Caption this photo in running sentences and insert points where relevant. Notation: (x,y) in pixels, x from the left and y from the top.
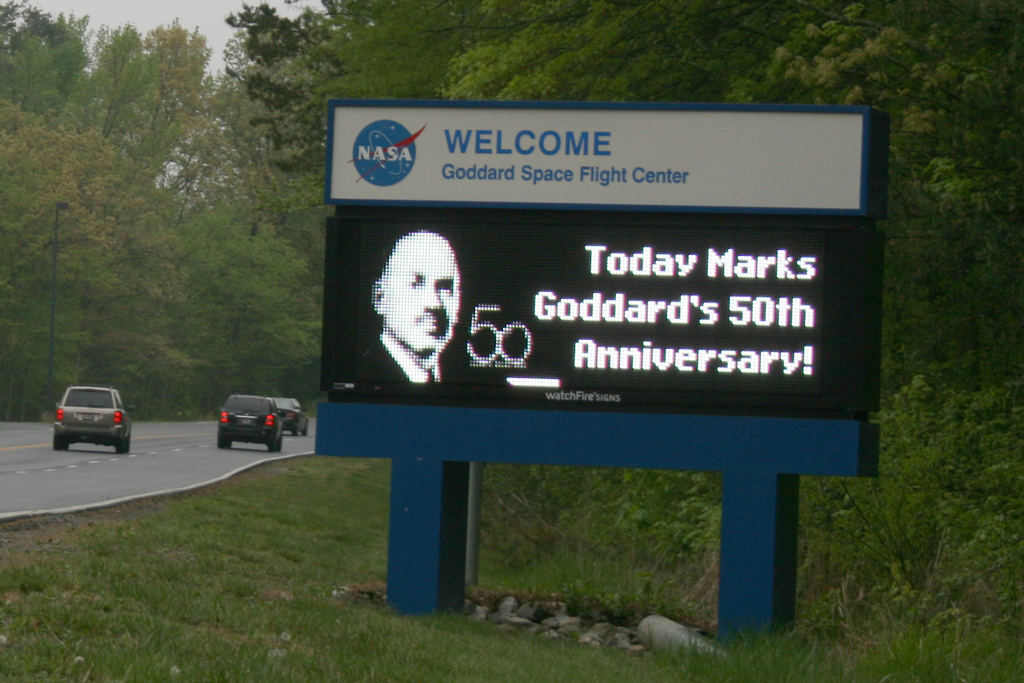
This image consists of a board (431,309) on which there is a screen (482,312). In the background (549,90), there are trees (27,107). To the left (86,507), there is a road (43,474), on which there are three cars (241,420) moving. At the top (123,22), there is a sky (210,57). At the bottom (221,654), there is green grass (273,648).
